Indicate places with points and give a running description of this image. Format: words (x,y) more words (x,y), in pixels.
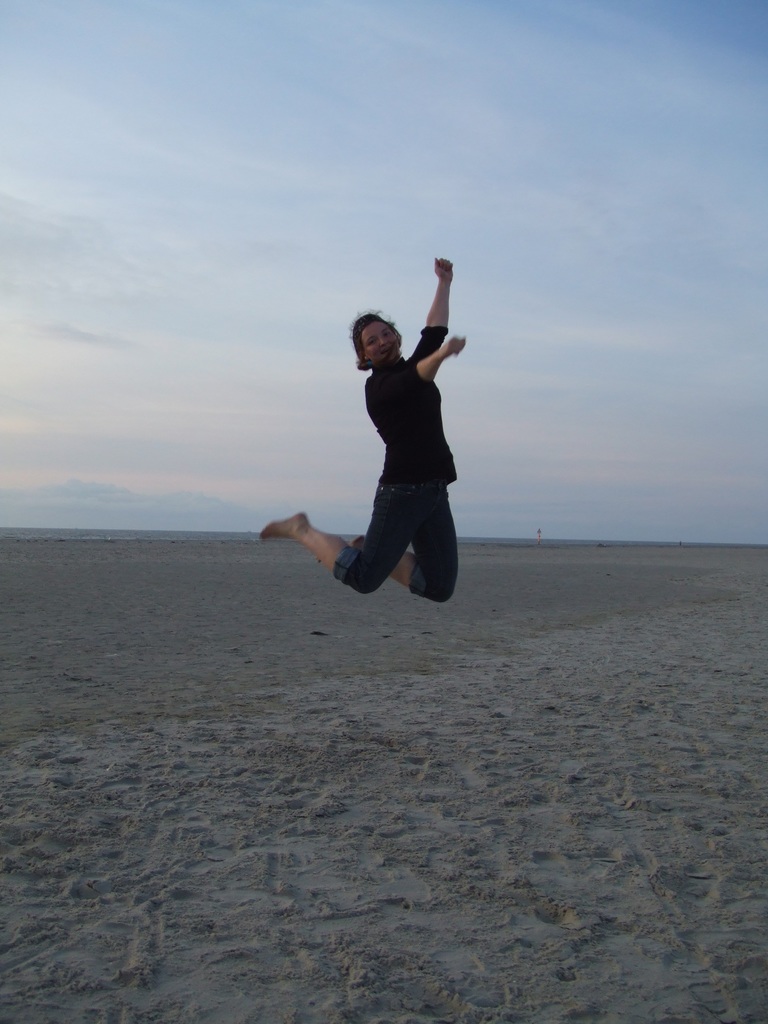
In this image we can see the one person (399,366) jumping. And we can see the sand (582,690). And we can see the sky (186,141).
